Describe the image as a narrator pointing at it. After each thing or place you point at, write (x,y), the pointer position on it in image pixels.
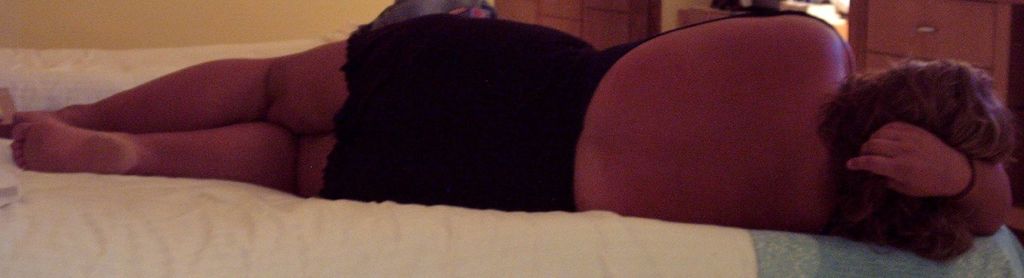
In this image in the center (495,94) there is one woman (712,121) who is lying on a bed (172,212), and in the background (66,46) there is a wall (252,31) and some cupboards (962,12) and clothes (482,16) and one light (829,15).
